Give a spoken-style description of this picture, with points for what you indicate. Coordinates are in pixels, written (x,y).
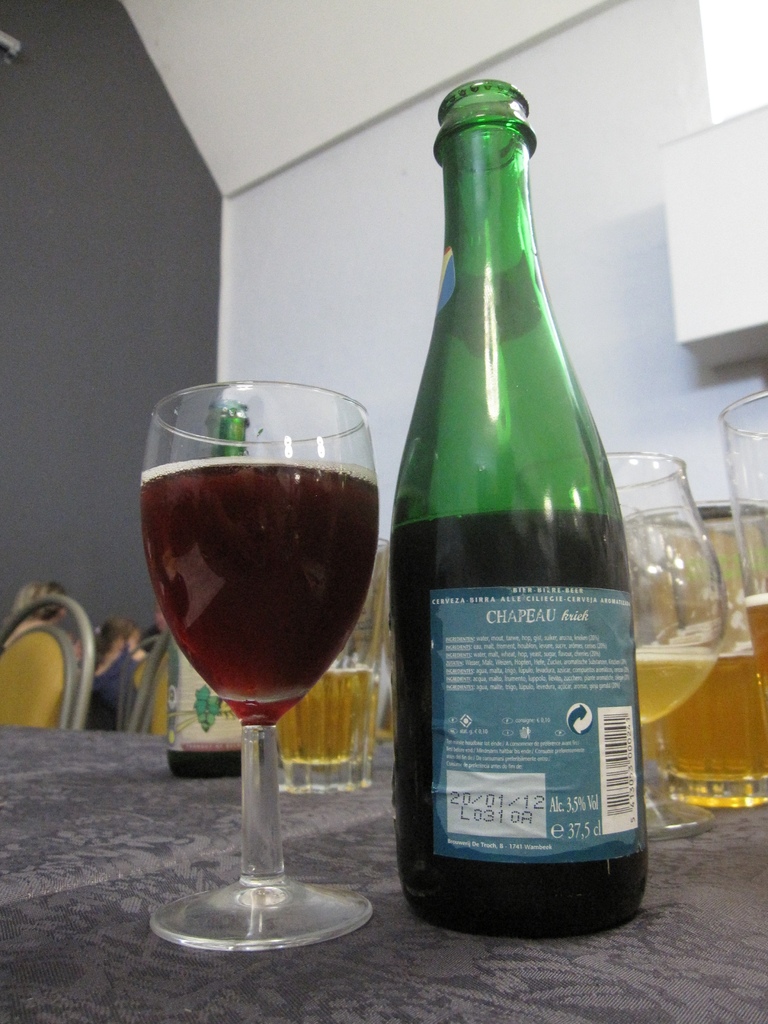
As we can see in the image there is a white color wall (328,211), chairs (44,628) and table (367,959). On table (355,945) there are glasses (319,583) and bottle (474,487).
